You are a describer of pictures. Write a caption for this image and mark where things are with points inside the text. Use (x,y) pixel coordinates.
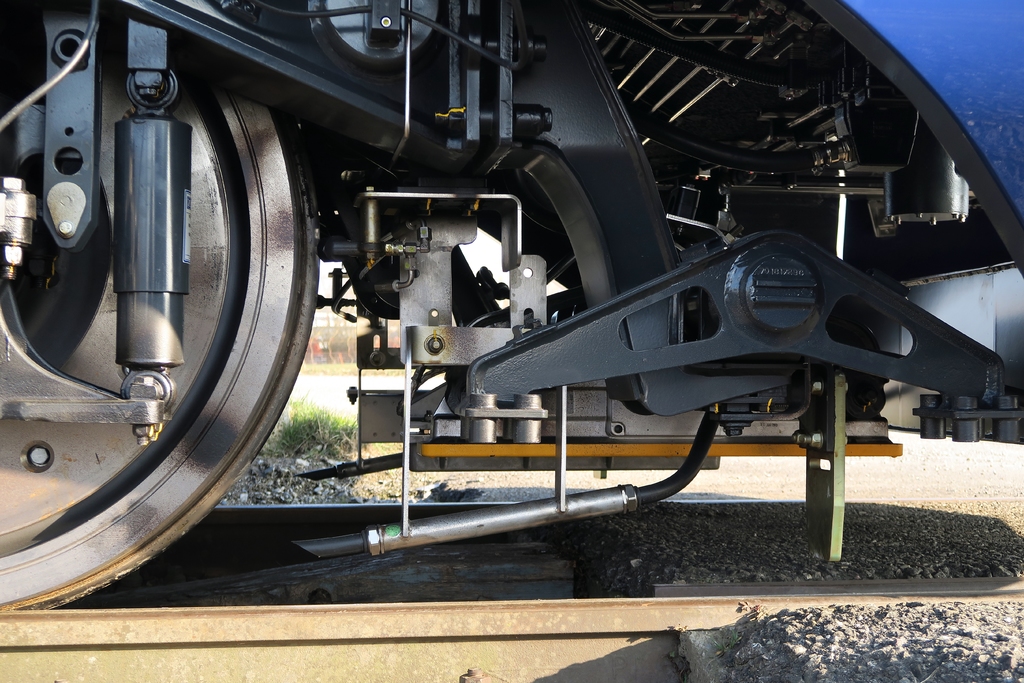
This is the bottom view image of a train (852,387) on the track (556,658).
